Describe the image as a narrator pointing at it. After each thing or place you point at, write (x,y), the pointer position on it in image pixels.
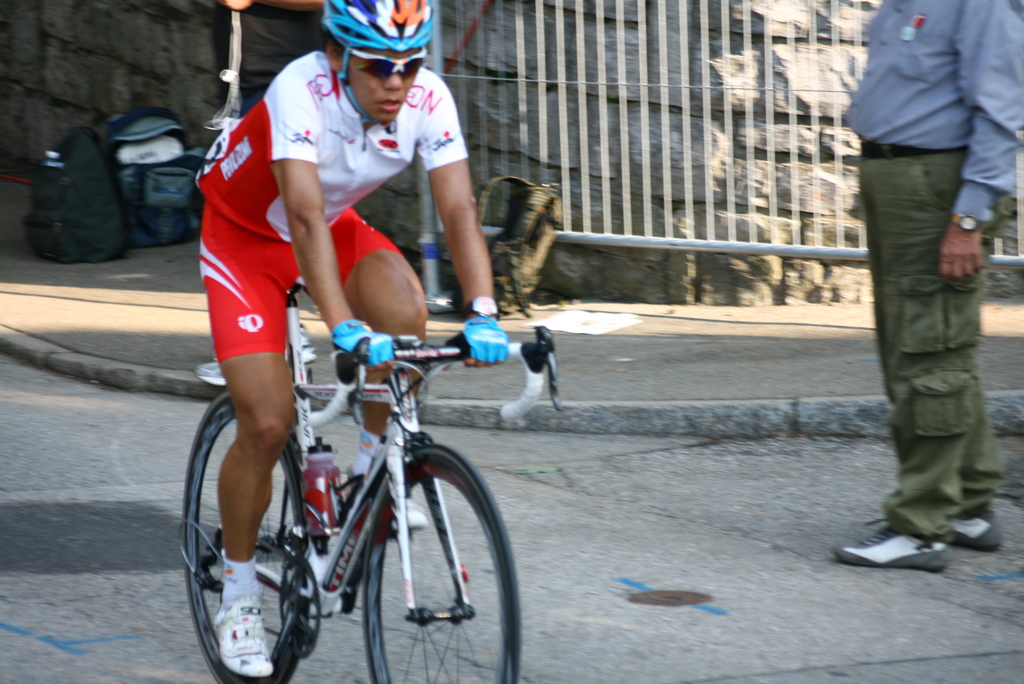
A person (318,253) is riding the bicycle (411,424) on the right side (705,195) there is an iron grill (730,216) and a stone wall (693,258).
